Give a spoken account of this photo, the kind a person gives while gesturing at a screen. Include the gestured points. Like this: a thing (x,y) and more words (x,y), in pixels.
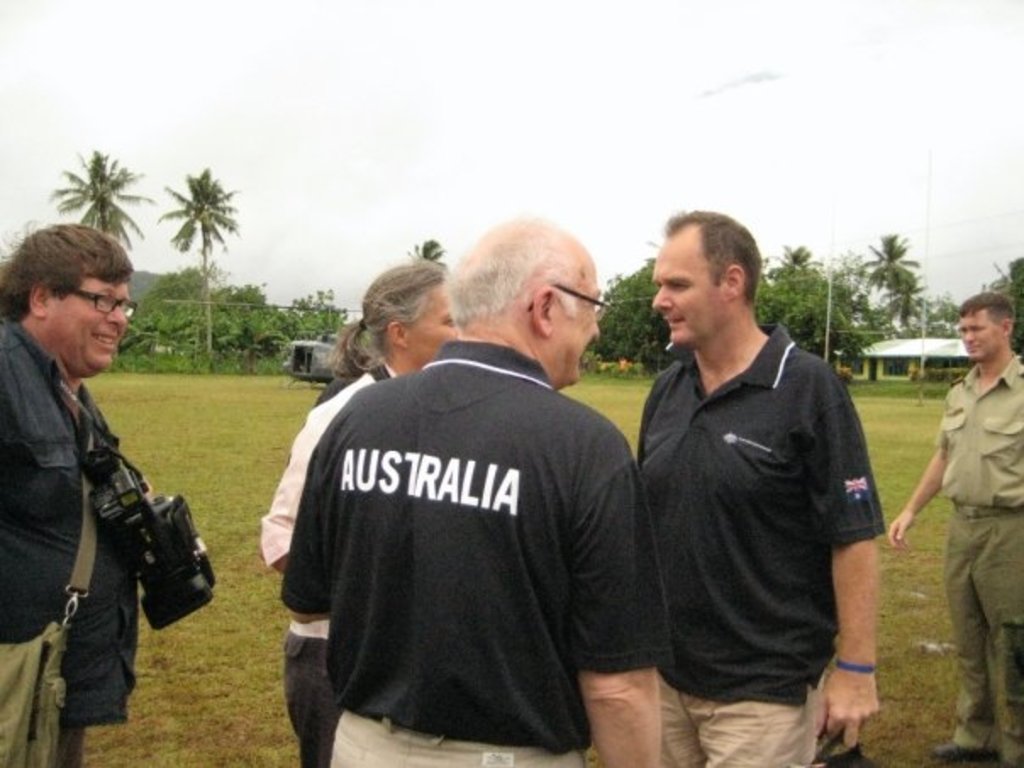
In the middle (470,293) an old man (525,611) is standing, he wore a black color t-shirt (473,594) with a name (413,467) Australia on it. In front of him a woman (424,307) is also standing, few other persons (690,370) are there in this image. At the back side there are trees (642,344), at the top (507,174) it is the sky (356,308).
